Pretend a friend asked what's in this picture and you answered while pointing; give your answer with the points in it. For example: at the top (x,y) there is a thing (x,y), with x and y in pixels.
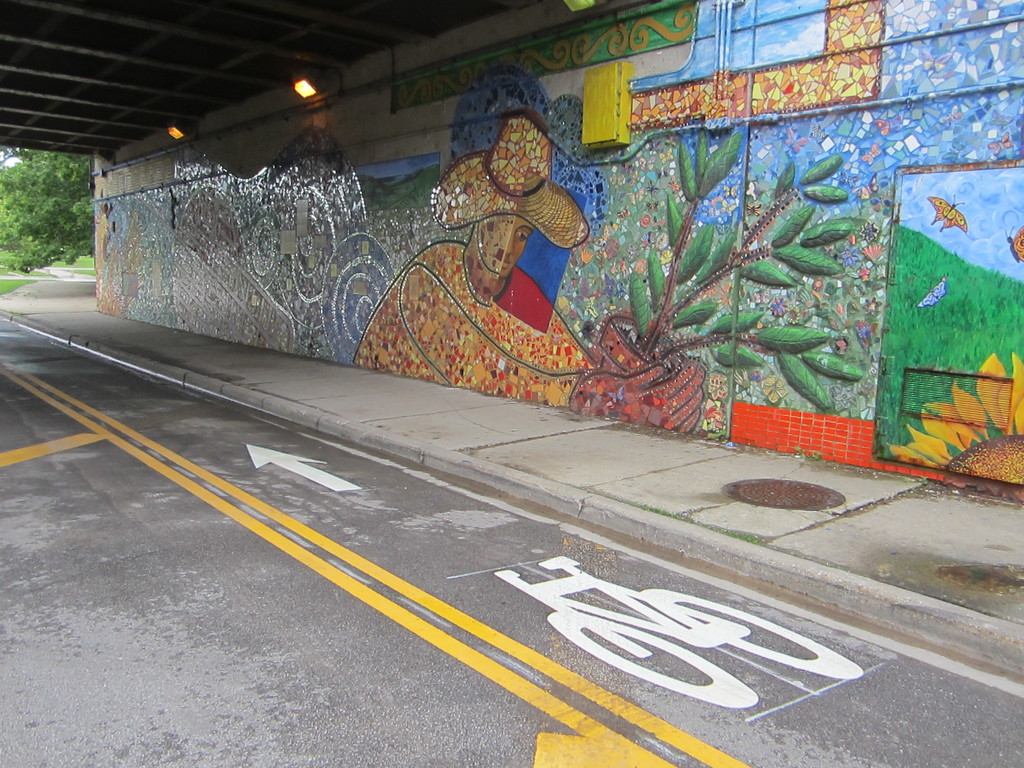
Here in this picture, in the front (347,569) we can see a tunnel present and we can see some signs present on the road (491,606) and we can also see some paintings (306,157) present on the wall (786,405) and we can also see lights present and in the far we can see some part of ground (22,284) is covered with grass (80,266) and we can also see plants (63,221) and trees (48,233) present.
